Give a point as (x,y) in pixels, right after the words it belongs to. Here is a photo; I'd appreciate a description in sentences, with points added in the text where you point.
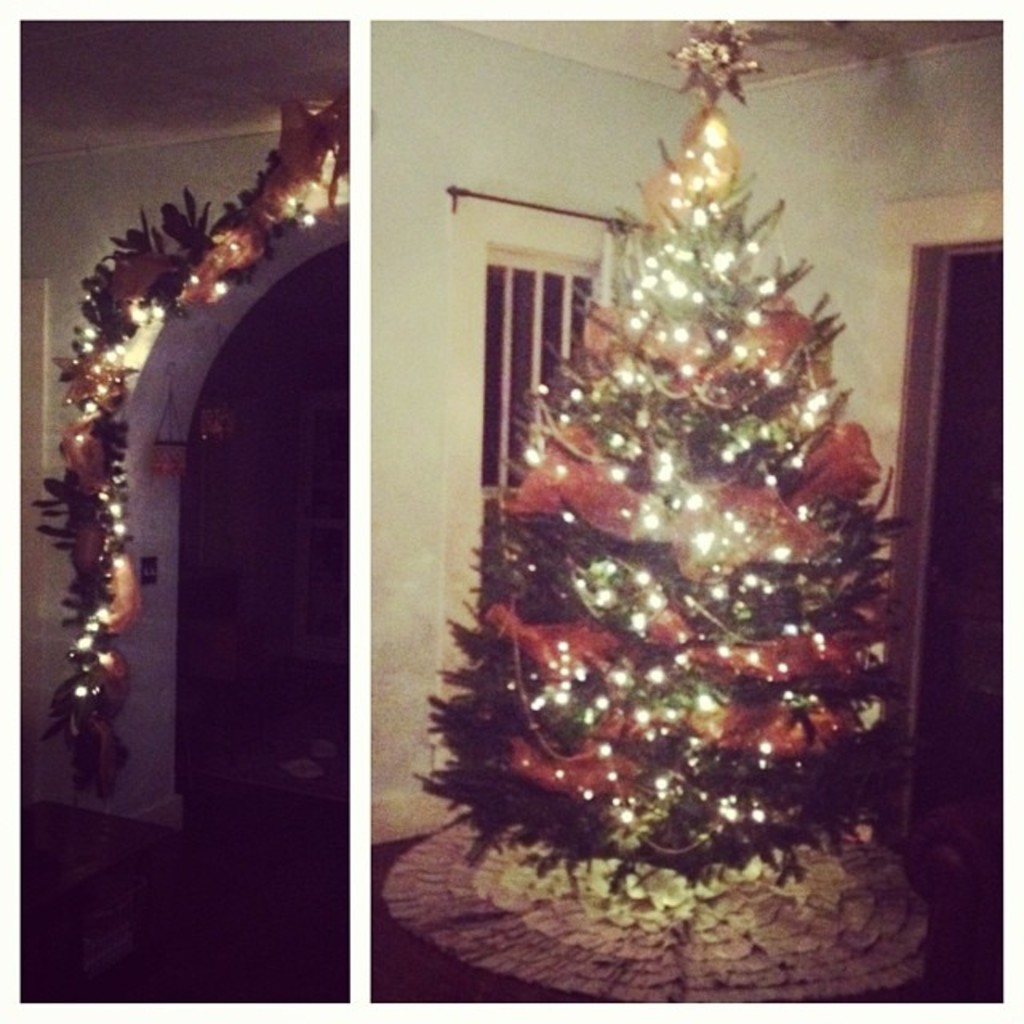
This is a collage picture and in this picture we can see a Christmas tree (591,483) with lights (719,136) on it, decorative items (119,435), arch (161,390), window (579,288), walls (567,166) and some objects (145,840).
